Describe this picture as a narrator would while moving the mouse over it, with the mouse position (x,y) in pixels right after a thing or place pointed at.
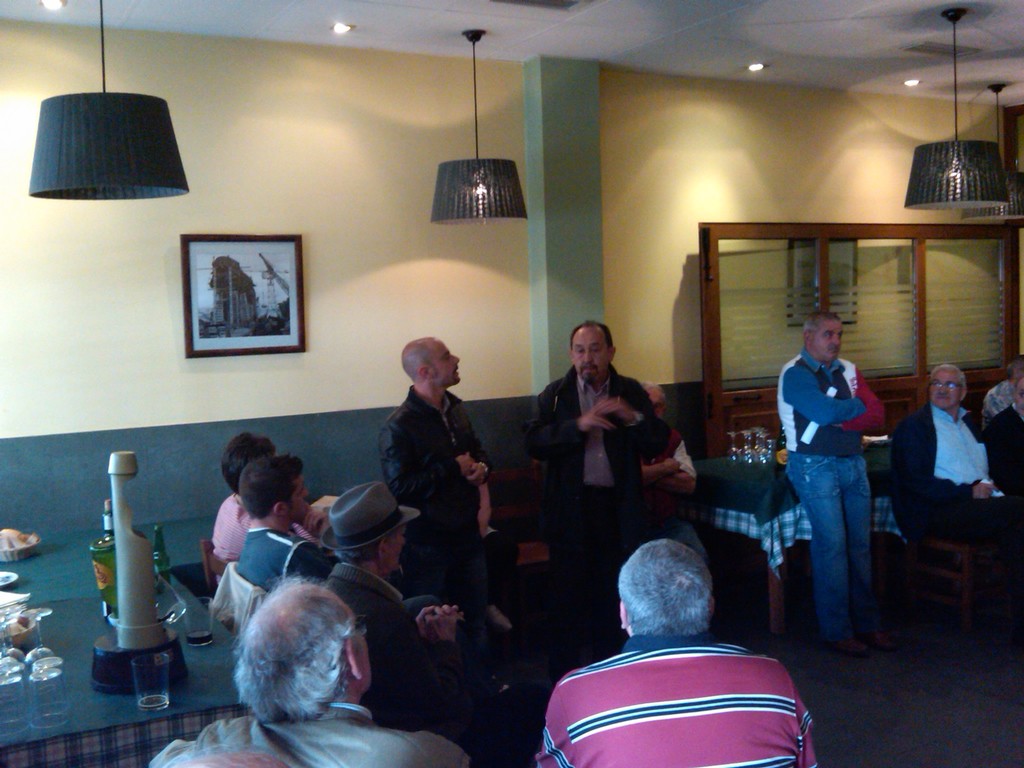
In the image we can see there are people (348,520) who are sitting on the chairs (526,513) and there are people (822,511) who are standing.
